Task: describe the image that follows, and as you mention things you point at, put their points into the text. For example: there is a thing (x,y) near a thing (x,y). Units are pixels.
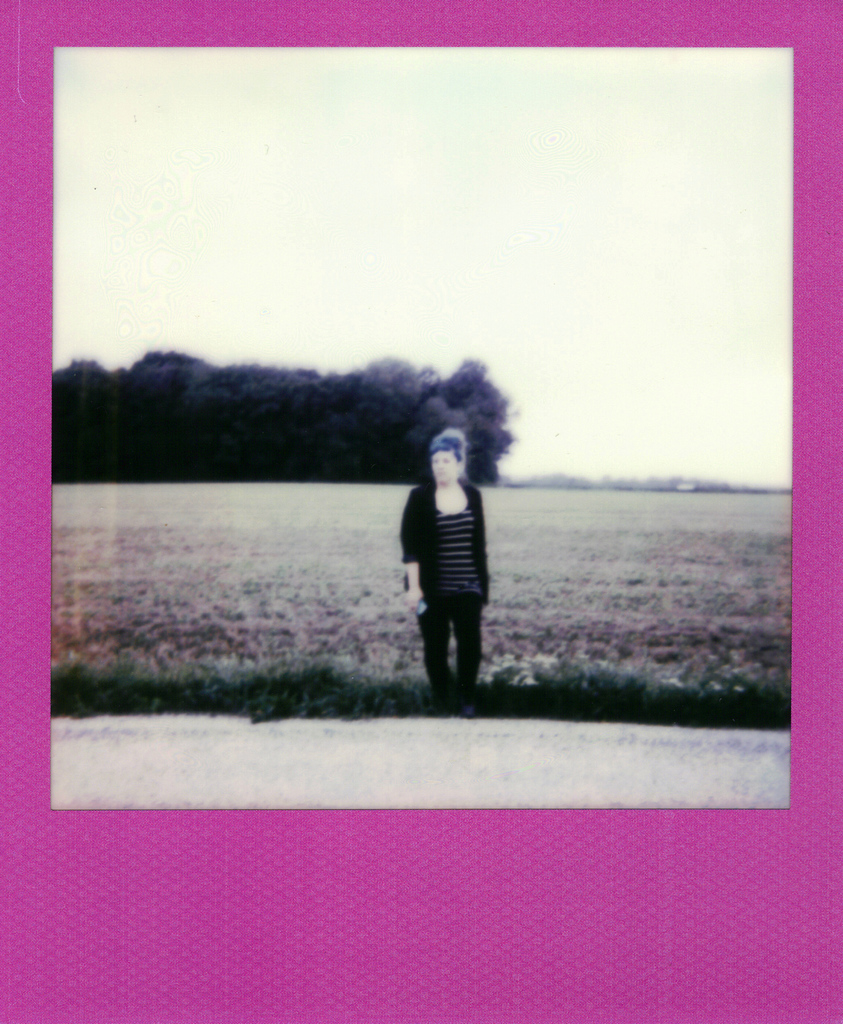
In this image there is a photo (609,720). In the photo (450,571) there is a woman (435,568) standing on the ground (557,620). In front of her there's grass (210,688) on the ground (490,657). Behind her there are trees (349,414). At the top (479,217) there is the sky (62,215). The background (30,15) is pink.
